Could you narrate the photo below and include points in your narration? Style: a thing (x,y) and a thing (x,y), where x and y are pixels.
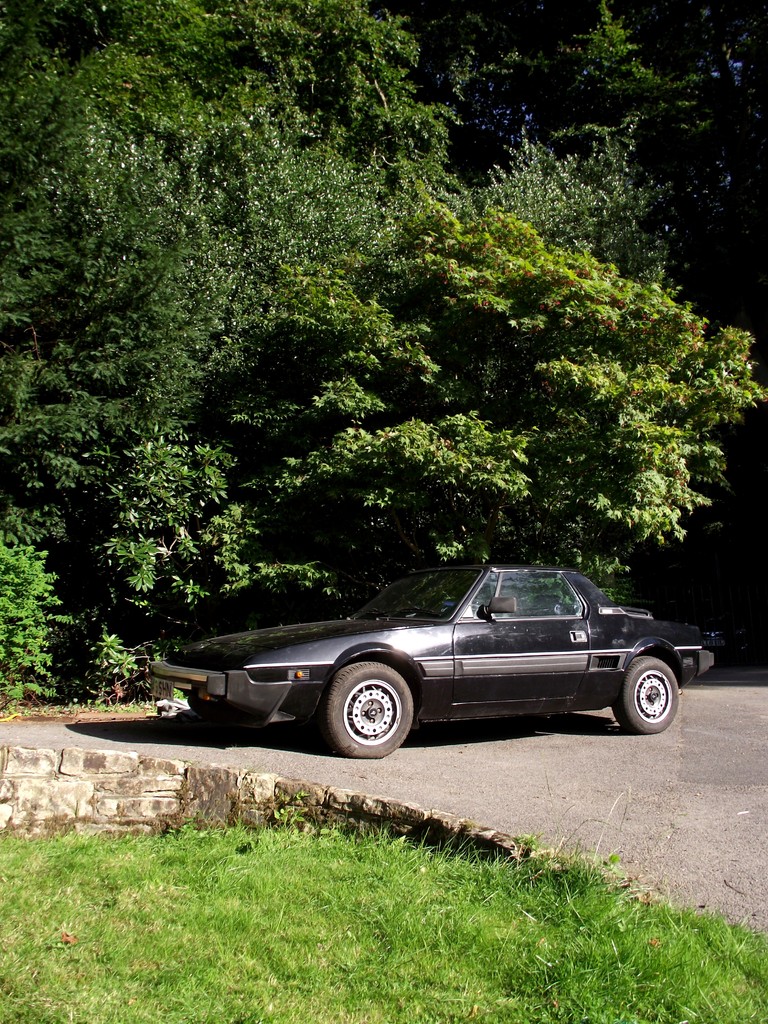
In this image I can see the vehicle (498,670) in black color. In the background (645,224) I can see few trees (394,333) in green color.
